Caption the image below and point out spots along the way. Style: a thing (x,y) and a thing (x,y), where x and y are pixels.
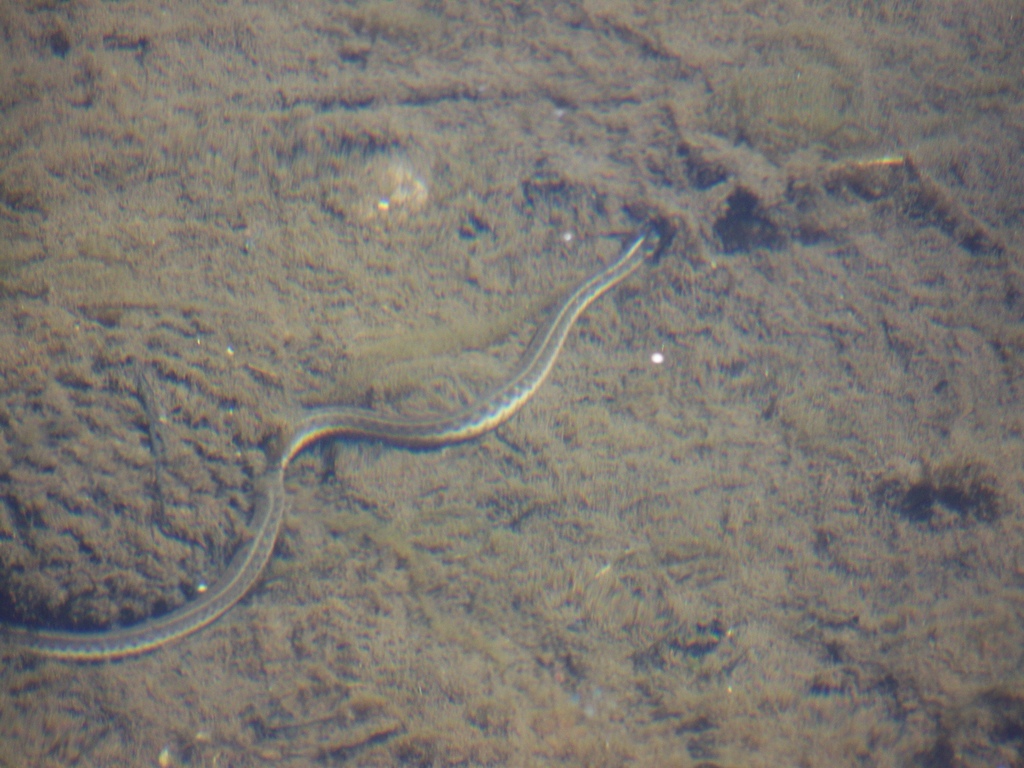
In this image there is a snake (490,431) on the ground (509,258).
